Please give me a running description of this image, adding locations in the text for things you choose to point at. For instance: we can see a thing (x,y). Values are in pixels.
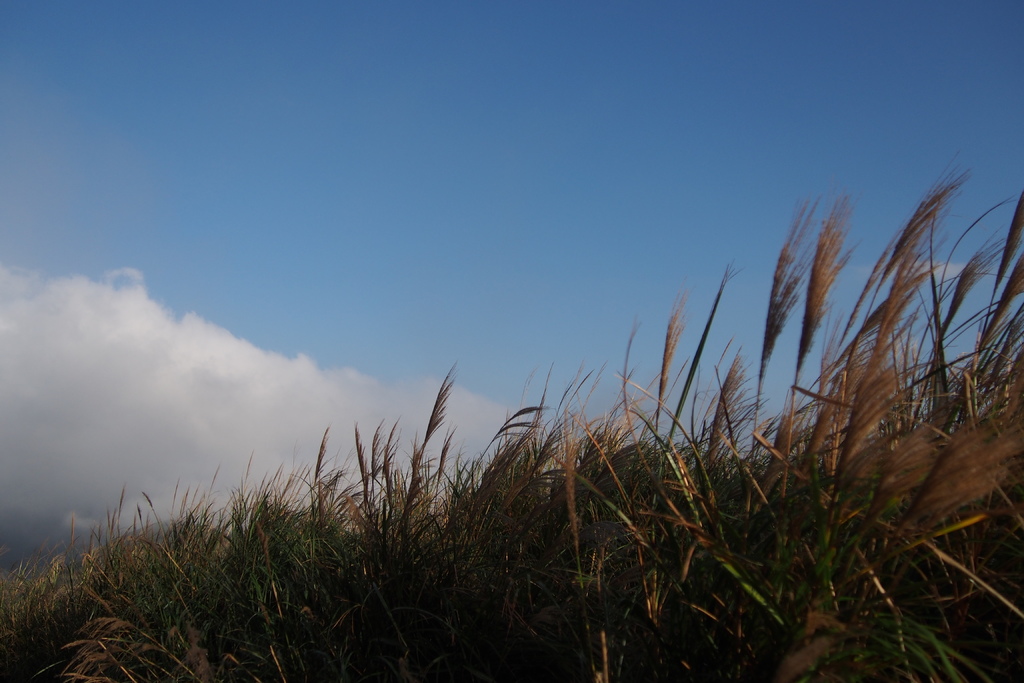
At the foreground of the image (541,549) we can see some plants (537,511) and at the background of the image (321,329) there is clear sky (271,293).
